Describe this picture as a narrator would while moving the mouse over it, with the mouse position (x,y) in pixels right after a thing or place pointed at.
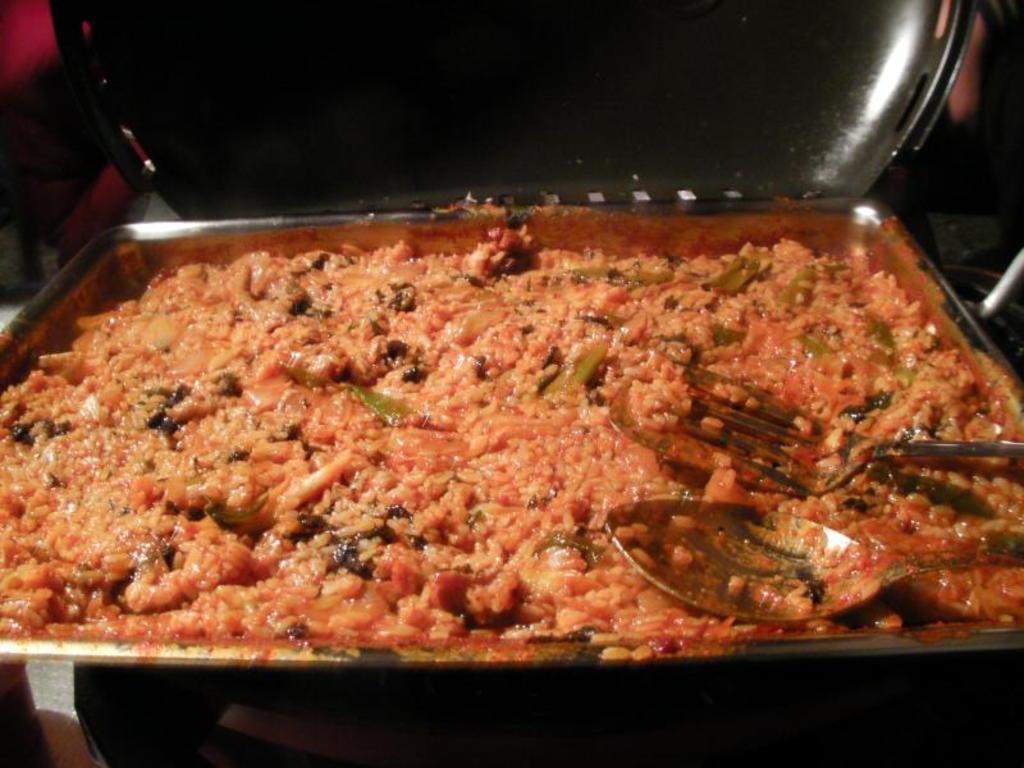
In this image we can see a tray (296,391) with food item (386,482). On that there is a fork (750,408) and a spoon (702,519).
